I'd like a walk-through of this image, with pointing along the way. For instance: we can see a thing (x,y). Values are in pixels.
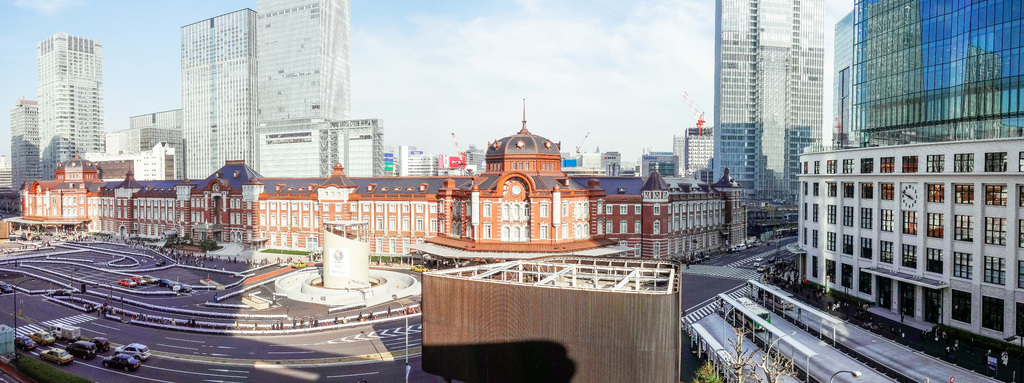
In this image we can see a few buildings (497,191), there are some poles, lights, trees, vehicles (107,345) on the road (87,330) and some other objects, in the background (507,98) we can see the sky (507,98).
